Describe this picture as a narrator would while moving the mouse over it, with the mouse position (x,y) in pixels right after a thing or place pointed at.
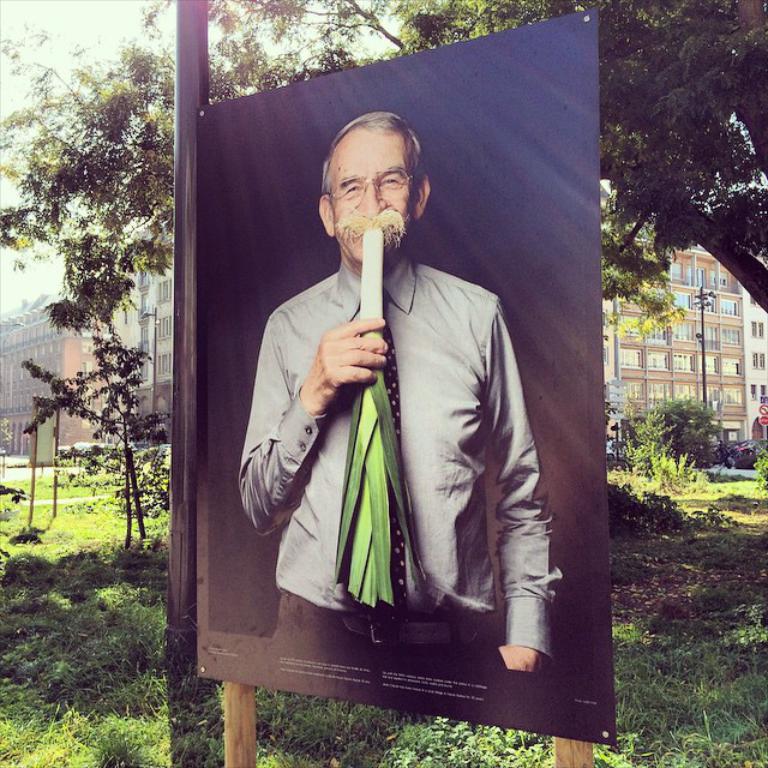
In this image, we can see a board (370,115) contains a person (507,354) holding a vegetable (371,305) with his hand (358,336). There are branches (283,60) at the top of the image (658,177). In the background of the image (692,299), there are some buildings (120,334).
